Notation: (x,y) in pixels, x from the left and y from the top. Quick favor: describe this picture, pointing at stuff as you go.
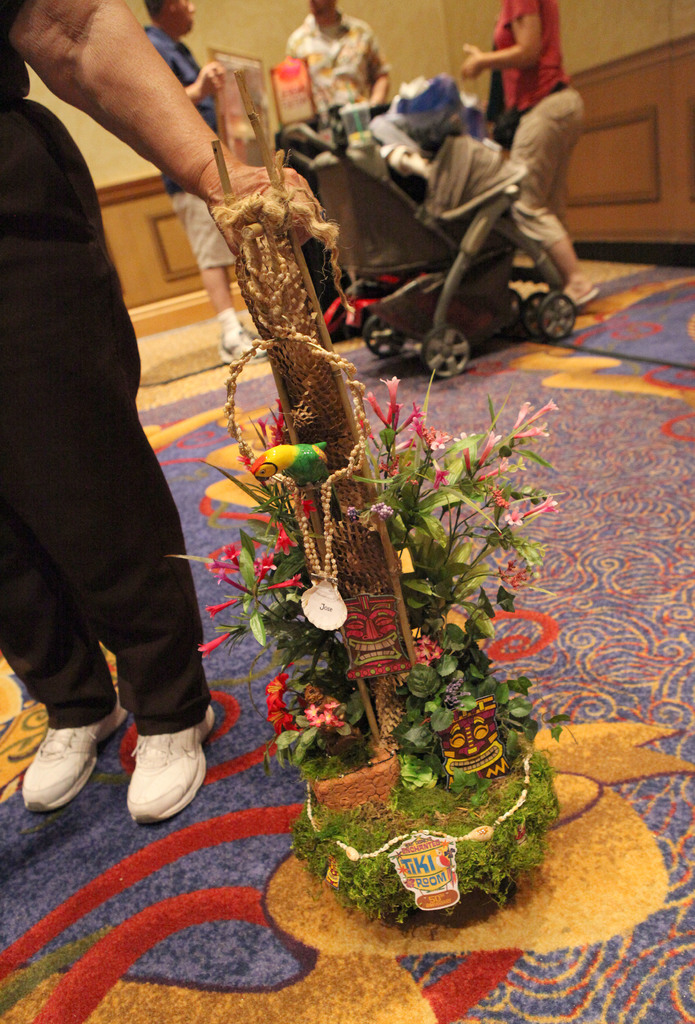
In this image we can see a decorative item (405,729) with flowers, leaves (433,589) and some other items (312,385). Near to that there is a person (89,275). On the floor (519,481) there is a carpet (536,682). In the back (177,30) we can see few people (167,30). Also there is a cart (408,227) with some items (415,178). In the background (627,12) there is a wall (134,221).
